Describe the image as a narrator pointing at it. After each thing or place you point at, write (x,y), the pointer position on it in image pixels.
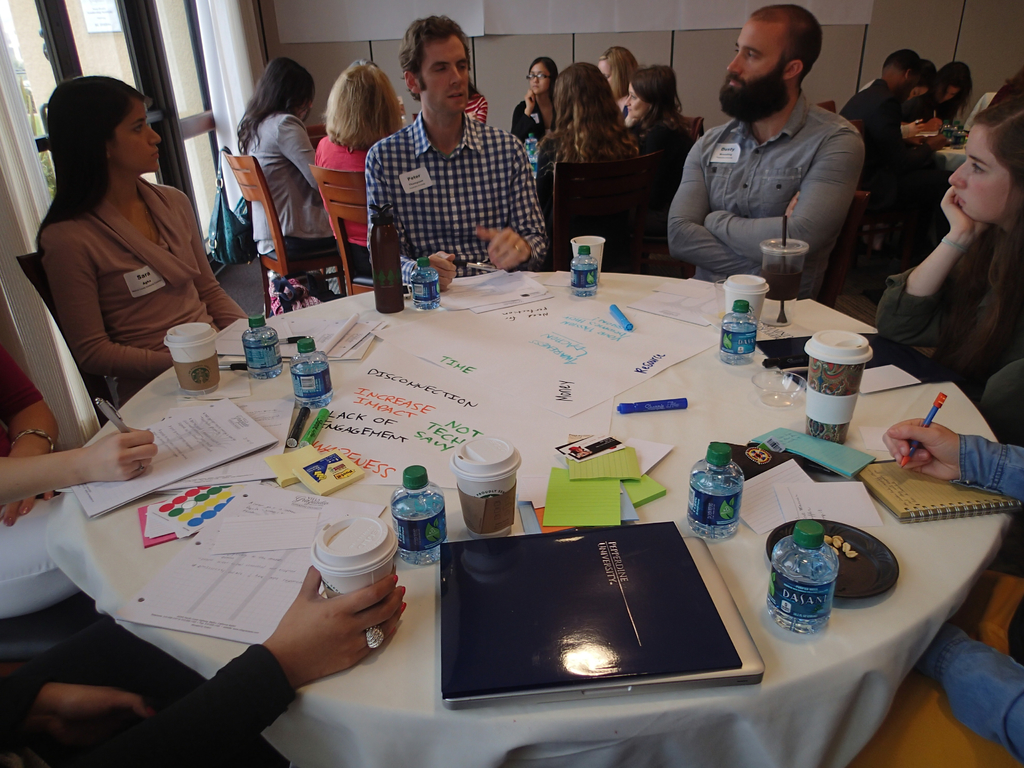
In this image I see number of people (55,149) who are sitting on the chairs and there are tables (692,408) in front of them and on the table (712,411) I see lot of papers (390,457), bottles (721,445), sketches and the cups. In the background (74,414) I see the curtain (1,21) and the wall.
